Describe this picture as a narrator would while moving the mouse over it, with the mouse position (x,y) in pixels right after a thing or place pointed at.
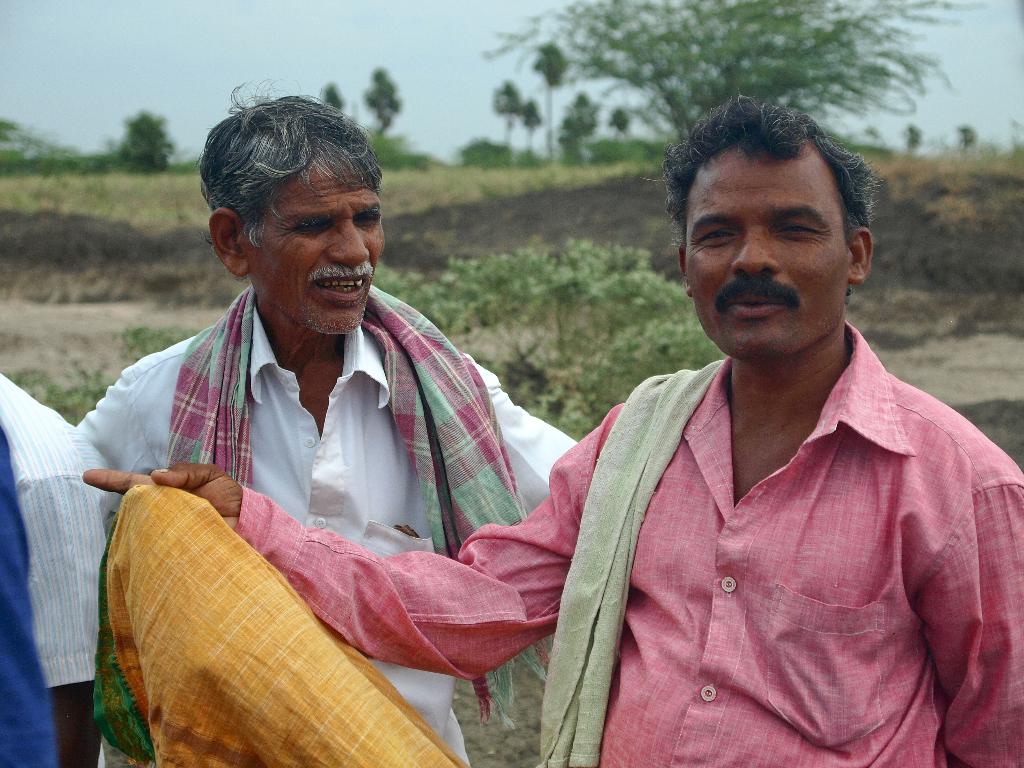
In the image there are three men (325,283) with towels (658,477) on their shoulders (644,389) standing and behind them there are plants (629,161) and trees (530,116) on the land (12,218) and above its sky (102,69).
